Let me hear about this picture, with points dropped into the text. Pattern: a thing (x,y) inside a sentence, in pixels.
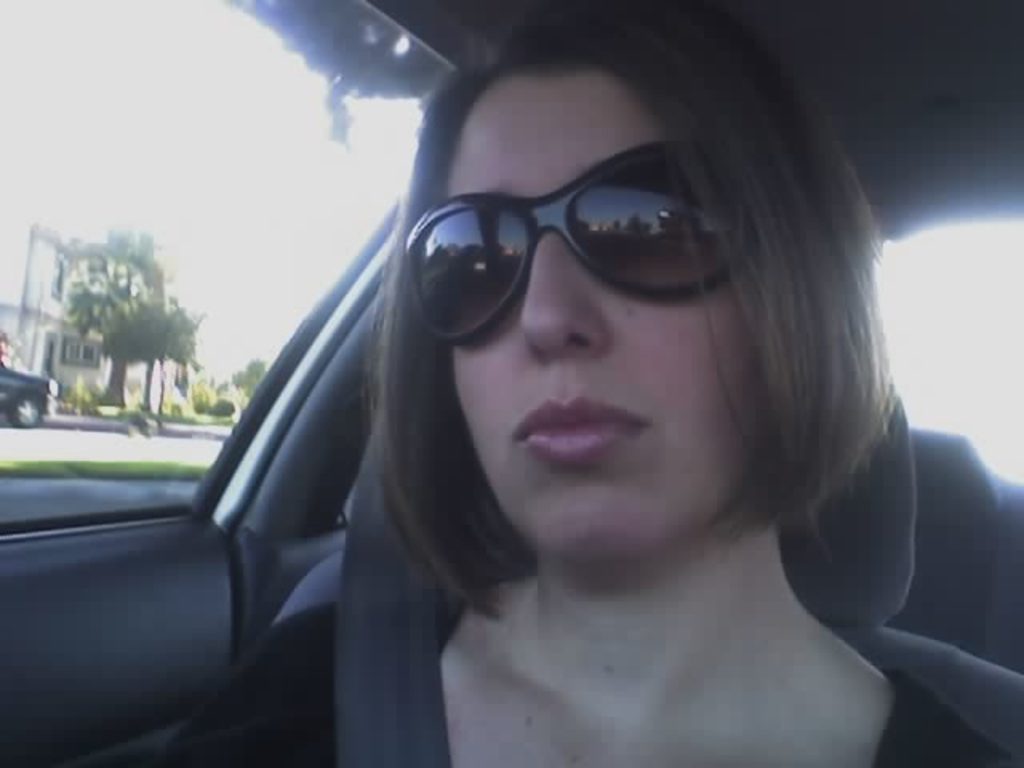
In the center of the image (365,389) we can see a lady (693,396) is sitting in a vehicle (1020,648) and wearing a dress (310,714), seatbelt (375,732), goggles (430,251). In the background of the image (8,507) we can see the windows (307,66). Through the window (59,284) we can see a building (84,379), trees (260,365), vehicles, road (174,439), grass (89,464) and sky (279,78).
